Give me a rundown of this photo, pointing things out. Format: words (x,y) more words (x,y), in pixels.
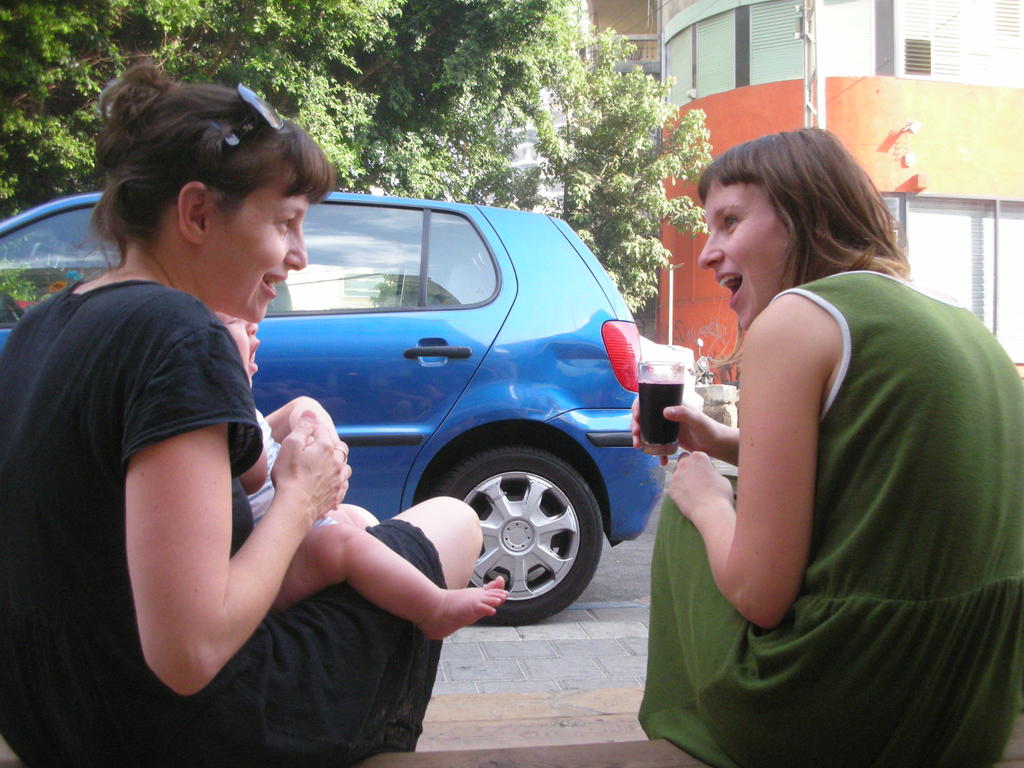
In this picture I can see 2 women (752,266) in front (152,426) and I see that, the woman (967,390) on the right (731,430) is holding a glass (660,388) and the woman (229,365) on the left (155,379) is holding a baby (249,371). In the background (394,378) I can see the path (643,613), on which there is a blue color car (500,331) and behind the car (365,423) I can see the trees (125,41) and a building (759,4).
